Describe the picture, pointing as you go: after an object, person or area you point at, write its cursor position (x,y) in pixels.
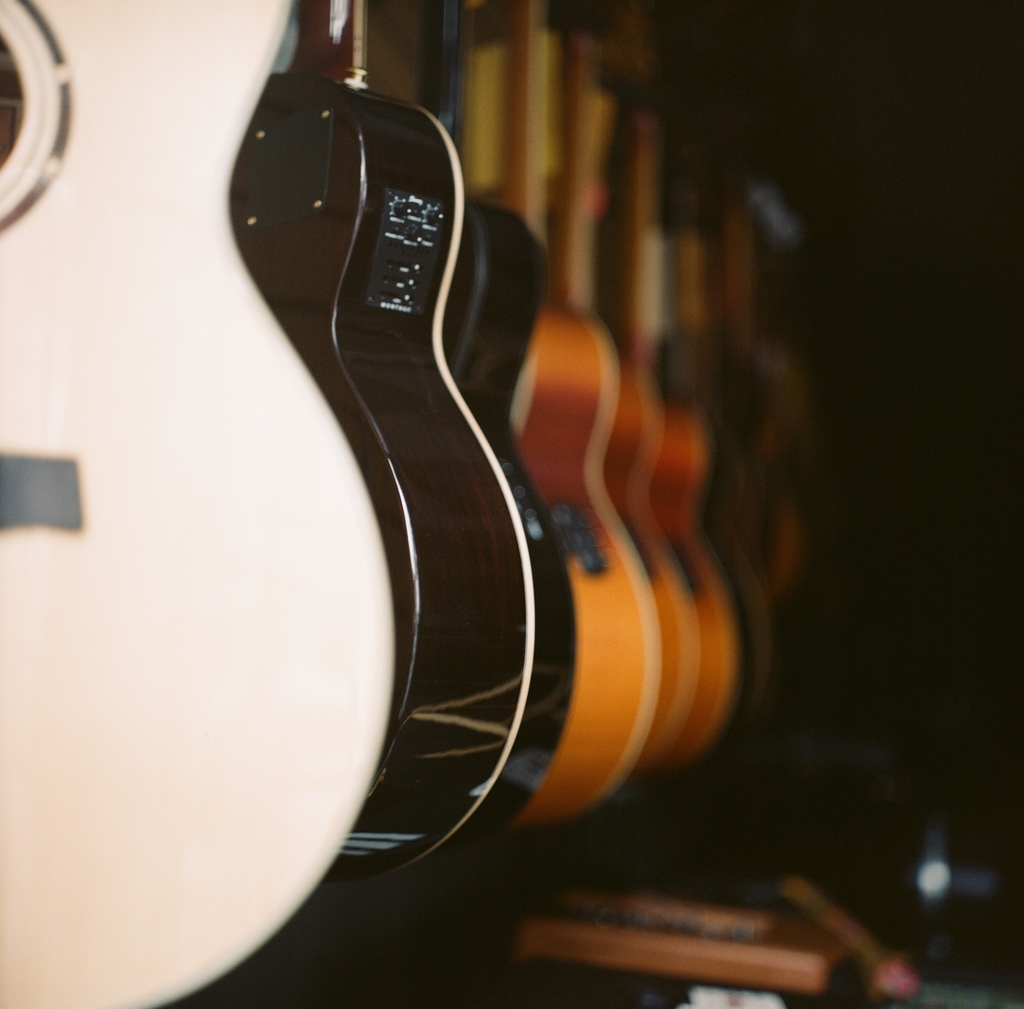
In this picture we can see some guitars (484,387), there is a dark background (896,415).
